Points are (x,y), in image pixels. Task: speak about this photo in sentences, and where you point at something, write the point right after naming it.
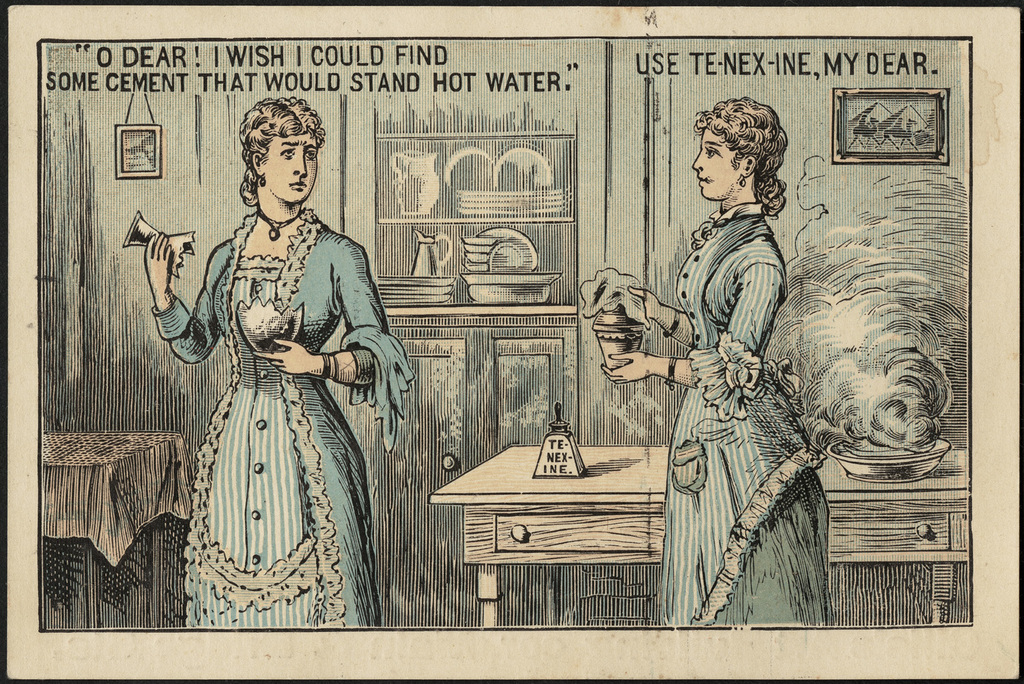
In this picture I can see a paper (522,176), there are two persons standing and holding objects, there are tables (502,514), there are some objects (419,276) in a shelf (558,322), there are frames (136,157) attached to the wall (170,159) and there are some words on the paper (427,67).
